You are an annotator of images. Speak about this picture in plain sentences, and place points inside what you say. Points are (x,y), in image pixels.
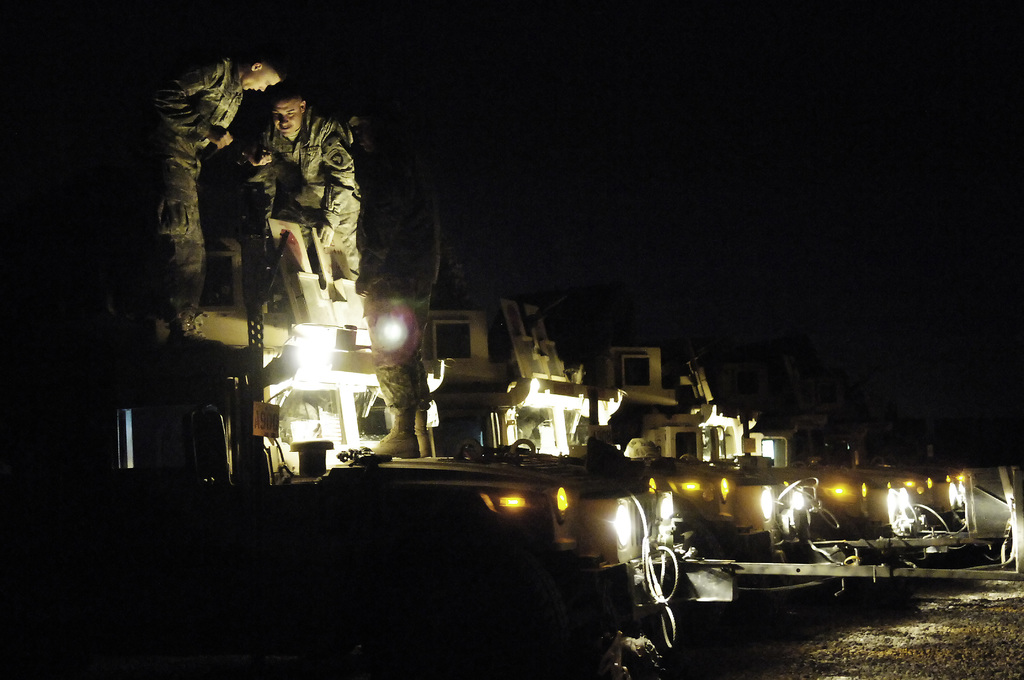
In this picture I can see few vehicles (591,591) and I can see few men (391,409) standing on a vehicle (361,386) and the picture is taken in the dark.
